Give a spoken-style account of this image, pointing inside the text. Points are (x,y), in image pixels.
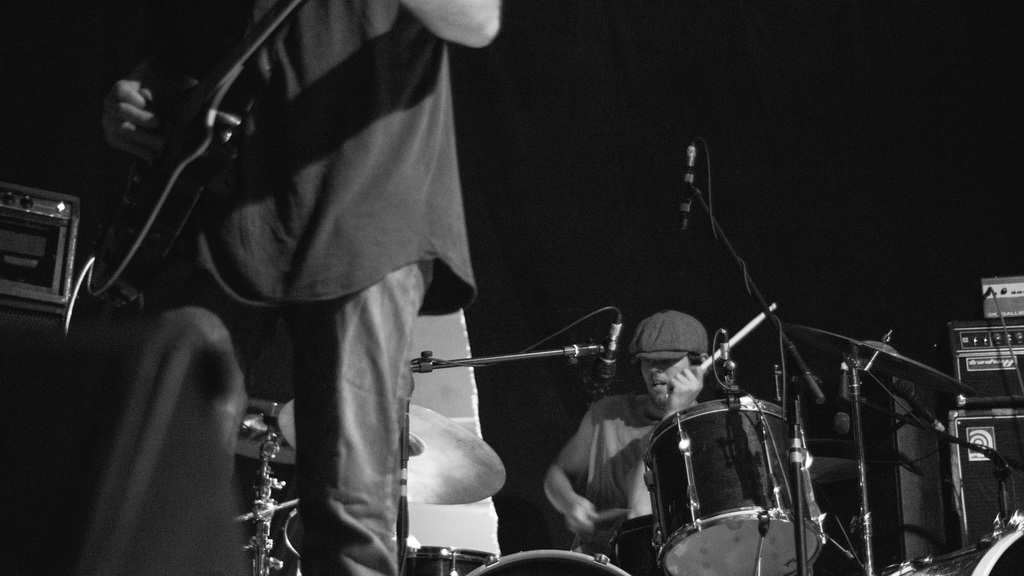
This is dark picture where we can see a person (703,336) holding drumsticks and playing drums (664,482) and also some instruments (891,339) and also a person (251,245) who is standing and holding a instrument (229,138).
